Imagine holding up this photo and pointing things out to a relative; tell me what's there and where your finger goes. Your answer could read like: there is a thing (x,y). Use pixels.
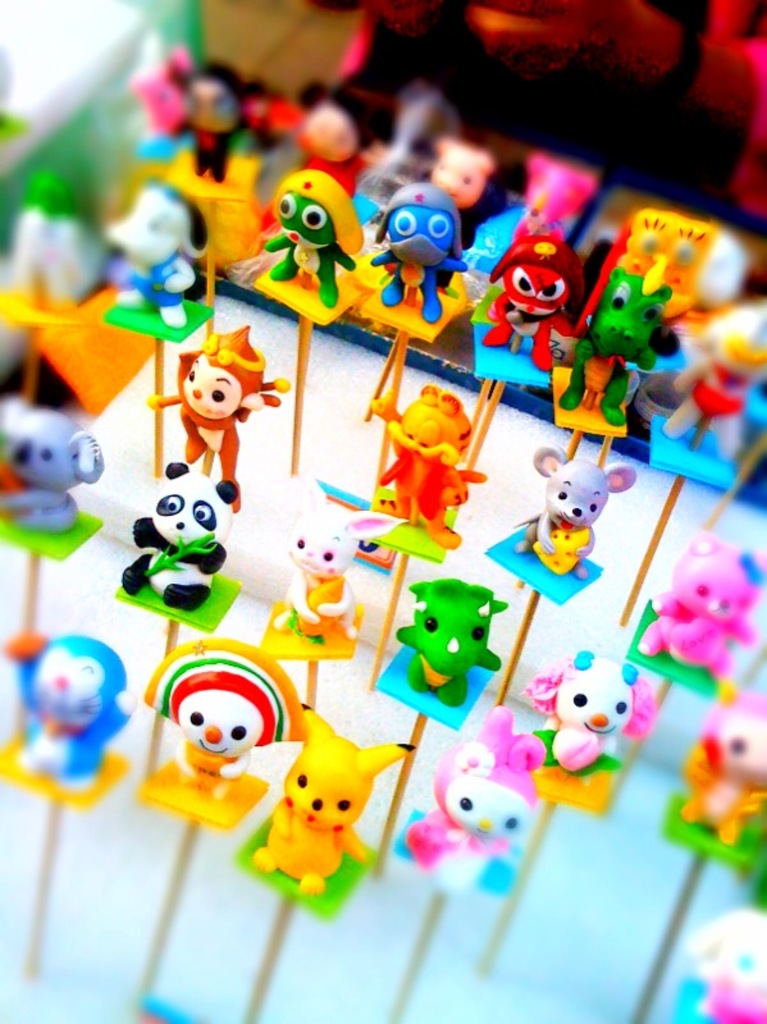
In this image I can see few colorful toys (435,175). They are on the yellow, green, blue and orange color stands (398,682).
